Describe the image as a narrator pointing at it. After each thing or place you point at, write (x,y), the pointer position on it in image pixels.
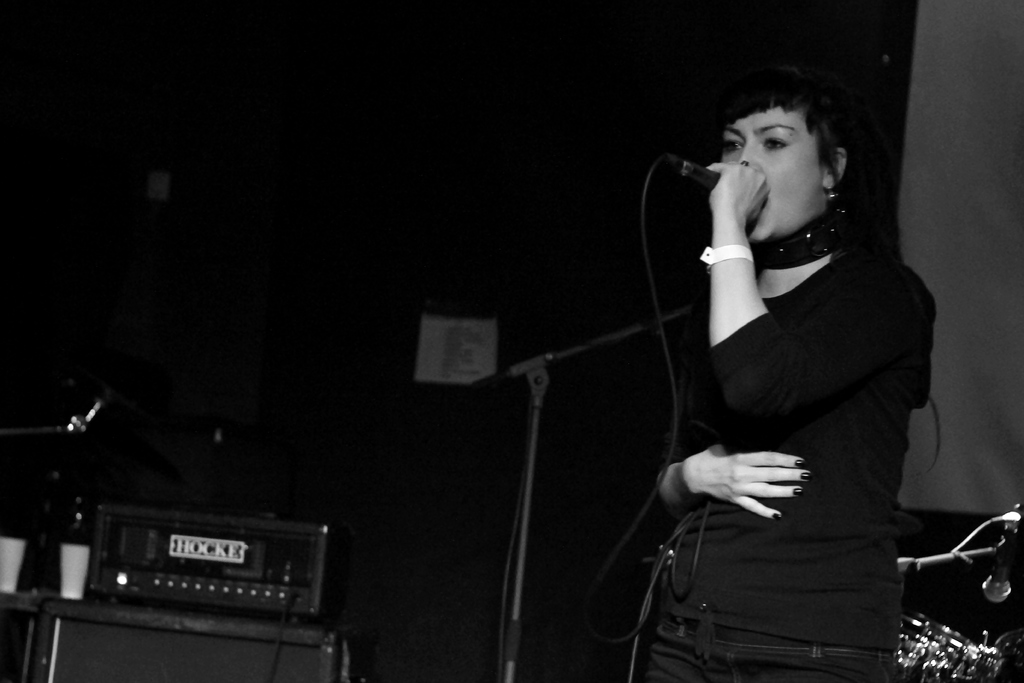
In this picture we can see a woman (745,495) is singing with the help of microphone (701,166), and we can find some musical instruments (223,554) around her.
